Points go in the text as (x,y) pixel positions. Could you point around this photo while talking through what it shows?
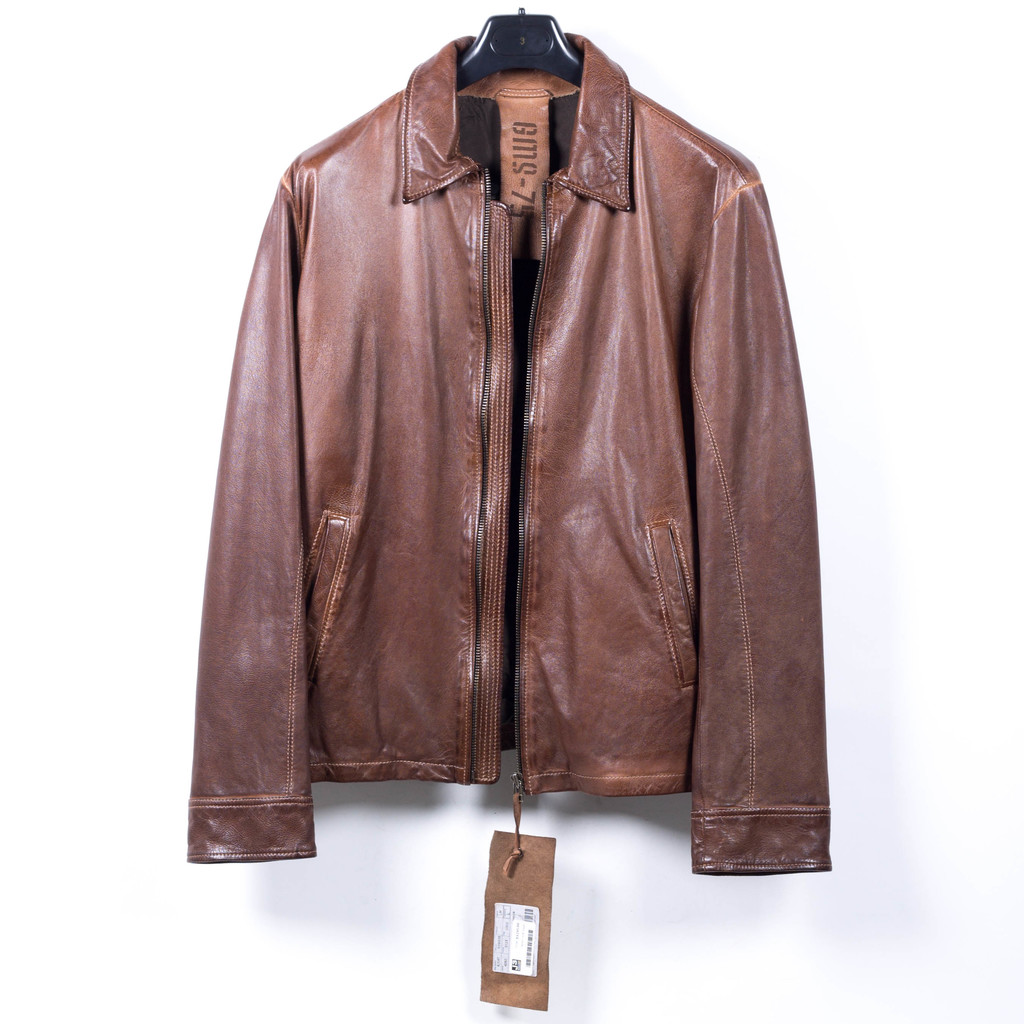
In this image, we can see a brown color jacket (714,240) hanging on the hanger (520,54), in the background (108,463) we can see the white wall (108,213).
